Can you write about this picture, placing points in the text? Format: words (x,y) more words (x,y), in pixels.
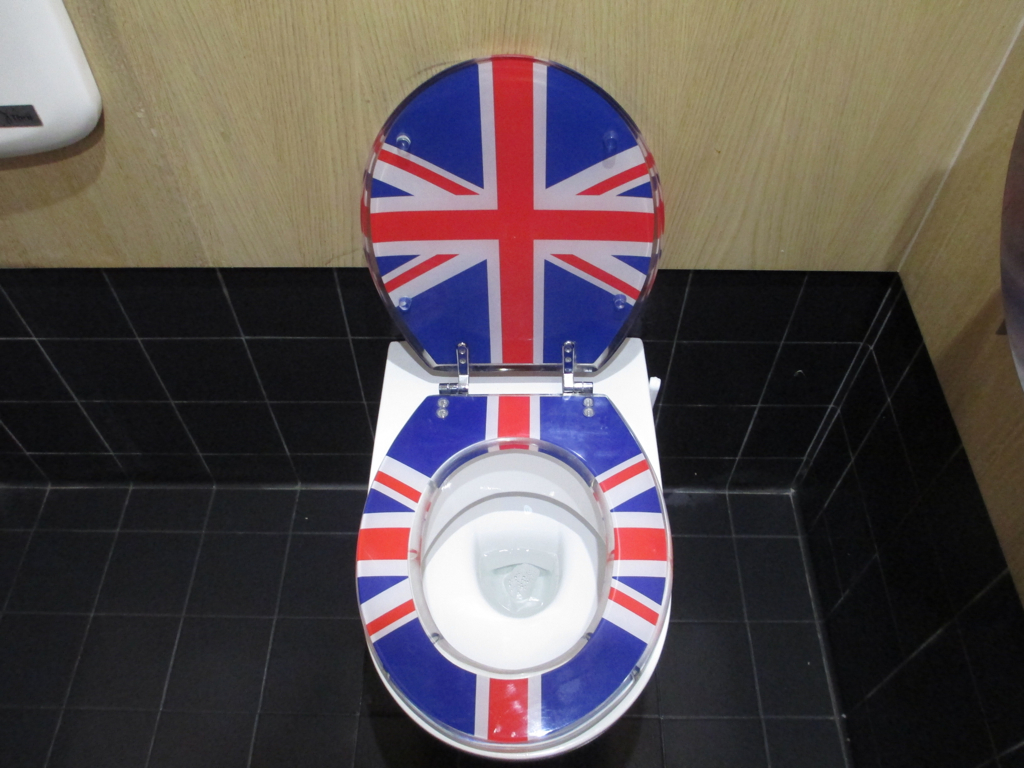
In this picture we can see a toilet seat (385,516) and walls (825,245).
